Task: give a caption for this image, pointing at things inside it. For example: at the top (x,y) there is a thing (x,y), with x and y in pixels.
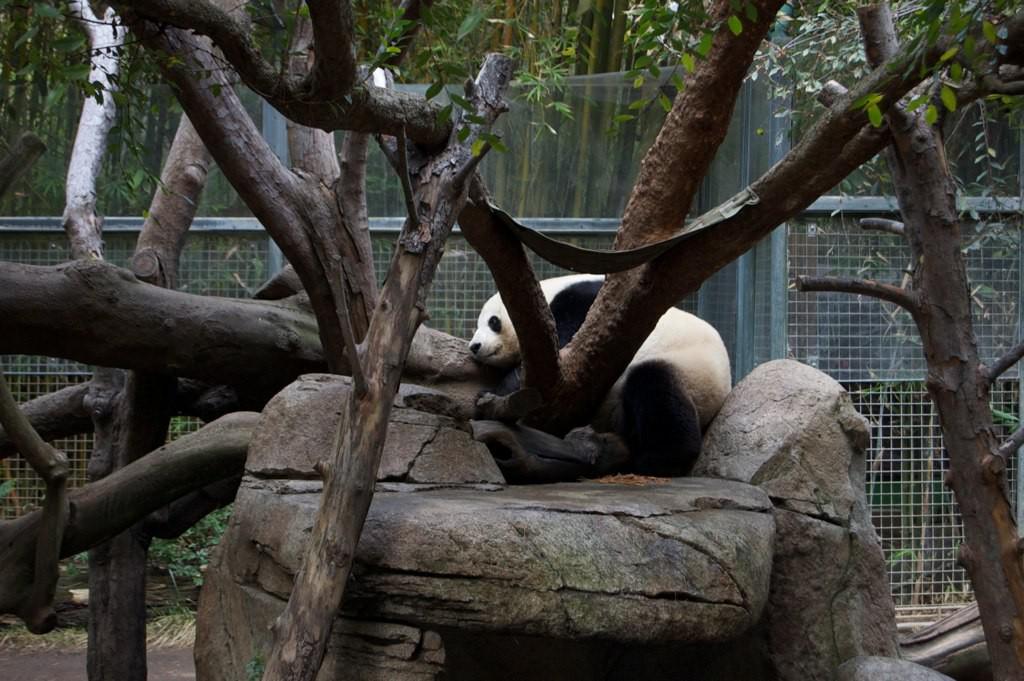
In this picture there is a panda (717,366) sitting on the rock (545,492) and there are trees (108,379). At the back (65,438) there is a fence (994,271) and there are trees (590,124) behind the fence (541,123). At the bottom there are plants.
